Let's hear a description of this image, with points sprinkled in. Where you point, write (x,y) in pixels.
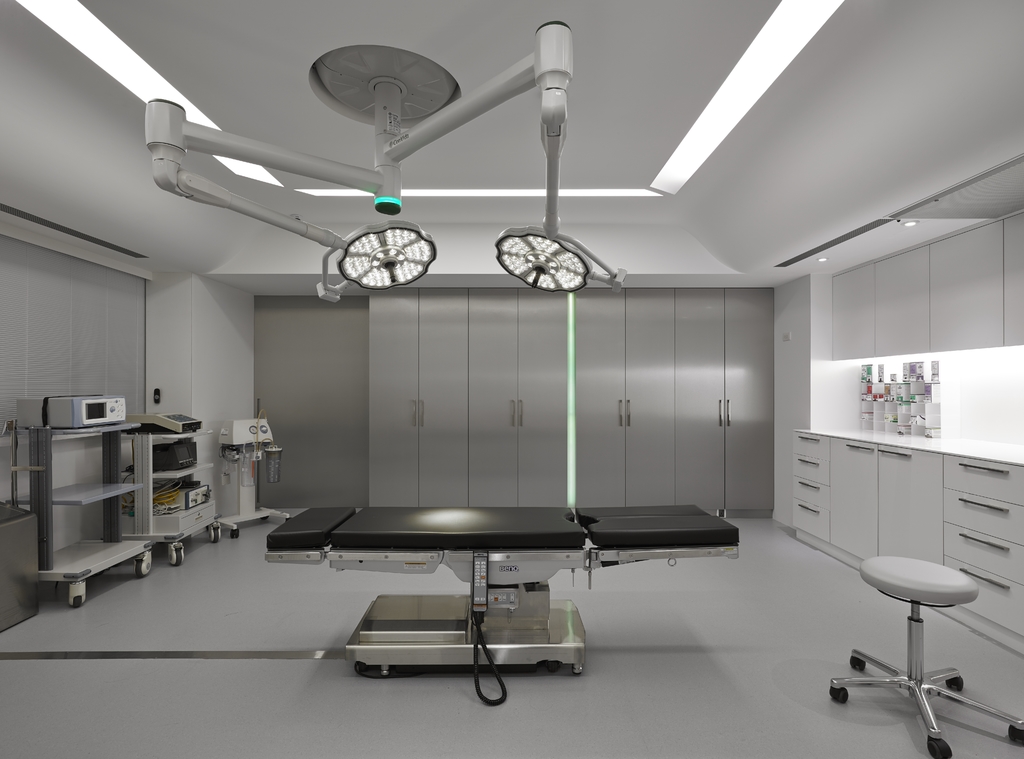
This is the inside view of an operation theater (60,290). In this image there is a bed (478,543). On top of the bed (534,519) there are lamps (394,280). Around the bed (362,624) there are some medical equipments (106,518), stool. In the background of the image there are some objects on the wooden platform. Beneath the platform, there are cupboards (818,522). On top of the image (743,83) there are lights (743,83). At the bottom of the image (136,655) there is a floor (129,680).
